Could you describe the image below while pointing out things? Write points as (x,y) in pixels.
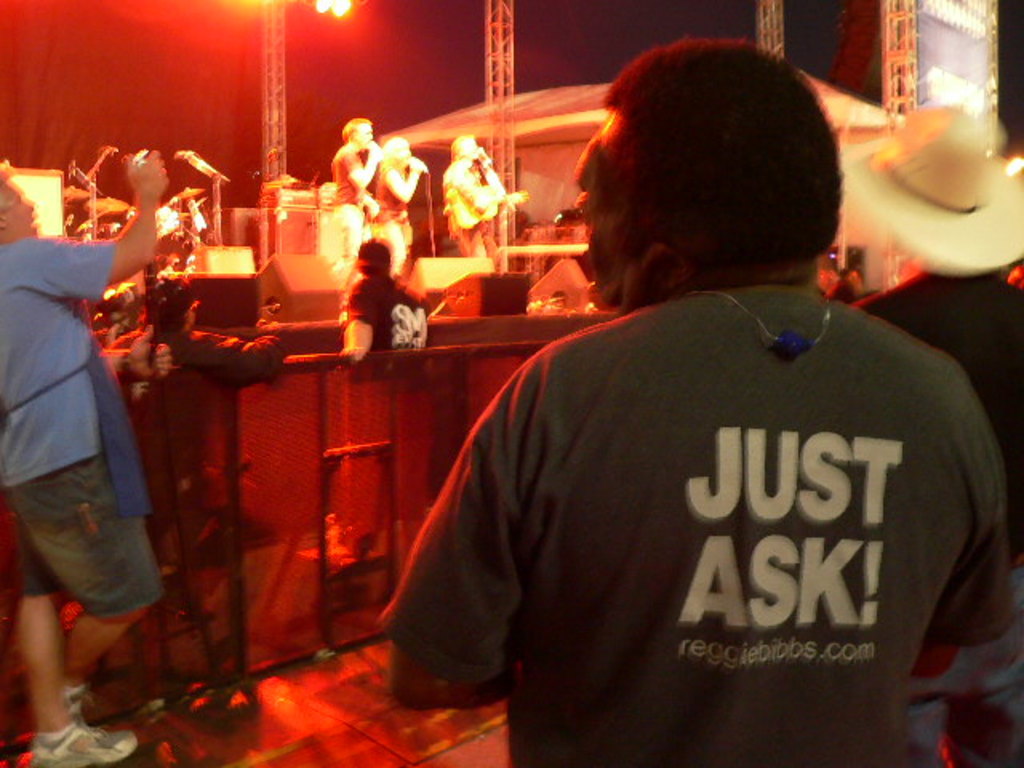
In the picture we can see a man (829,748) standing in a T-shirt (844,527) written on it as just ask and in front of him we can see another man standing near the stage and on the stage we can see some people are giving musical performance and behind them we can see some poles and light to the ceiling (235,20).
